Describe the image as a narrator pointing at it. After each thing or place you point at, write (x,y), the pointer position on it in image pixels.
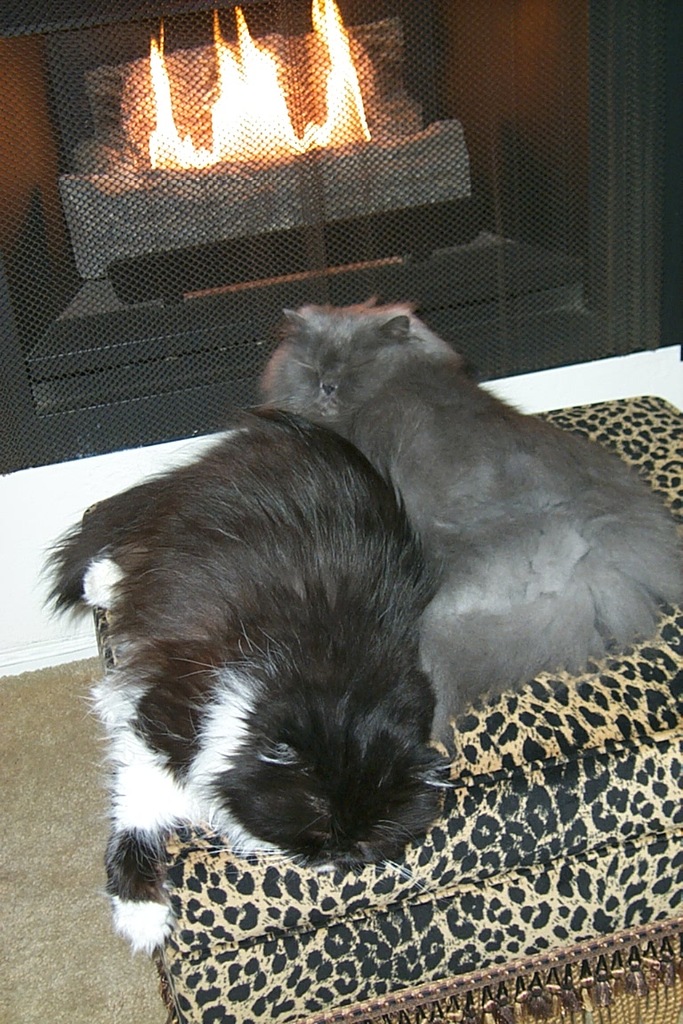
In this picture I can see couple of cats (324,513) on the ottoman (631,710), One is white and black in color and another one is grey in color and I can see a fireplace (31,21) and beige color carpet (64,789) on the floor (77,758).
